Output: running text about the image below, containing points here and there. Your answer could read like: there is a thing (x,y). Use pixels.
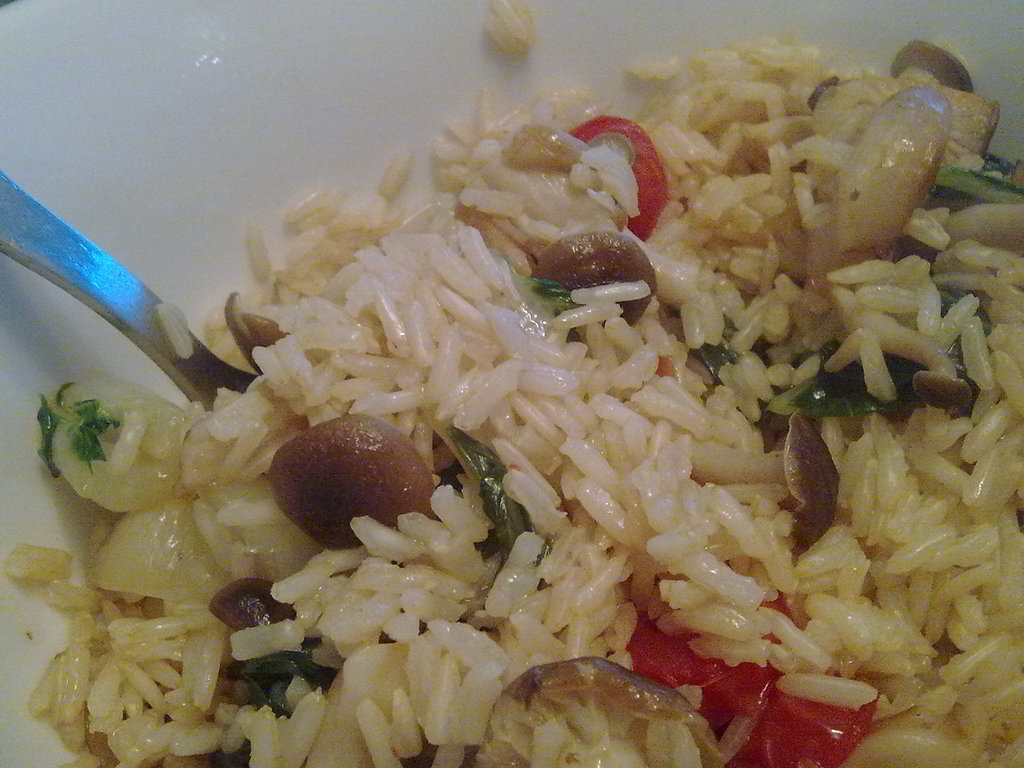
In this image we can see a plate (11,262) containing some food (534,531) and a spoon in it.
